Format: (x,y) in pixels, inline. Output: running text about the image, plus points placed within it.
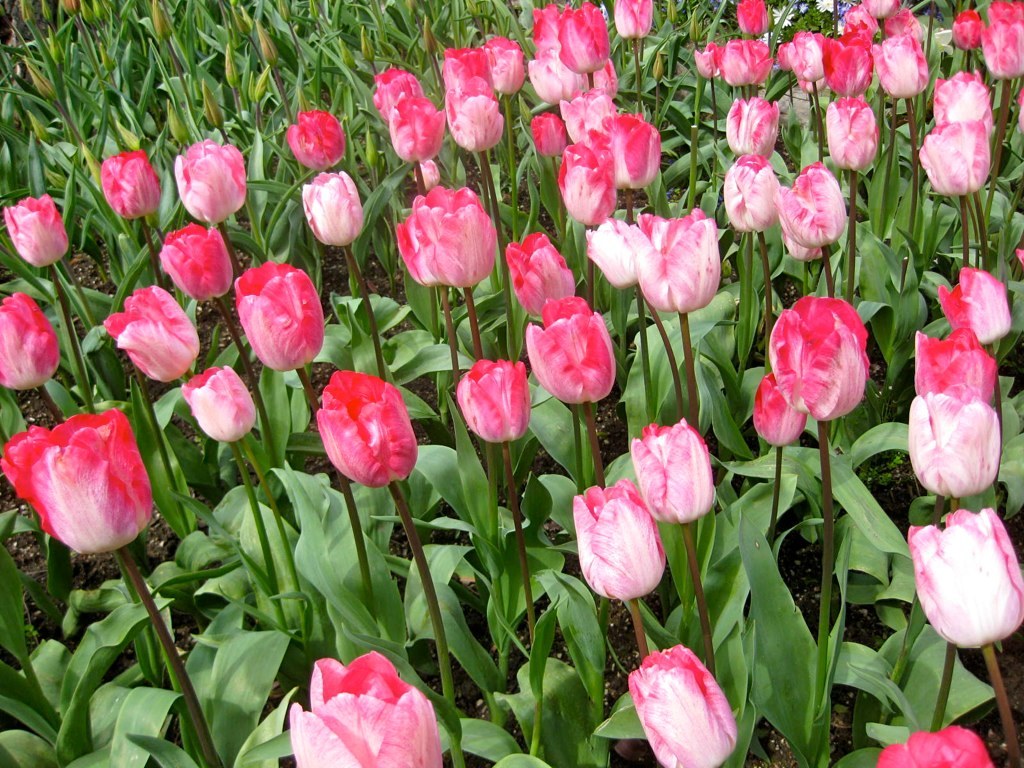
In this picture, there are plants (177,325) with pink tulip flowers (590,540).
